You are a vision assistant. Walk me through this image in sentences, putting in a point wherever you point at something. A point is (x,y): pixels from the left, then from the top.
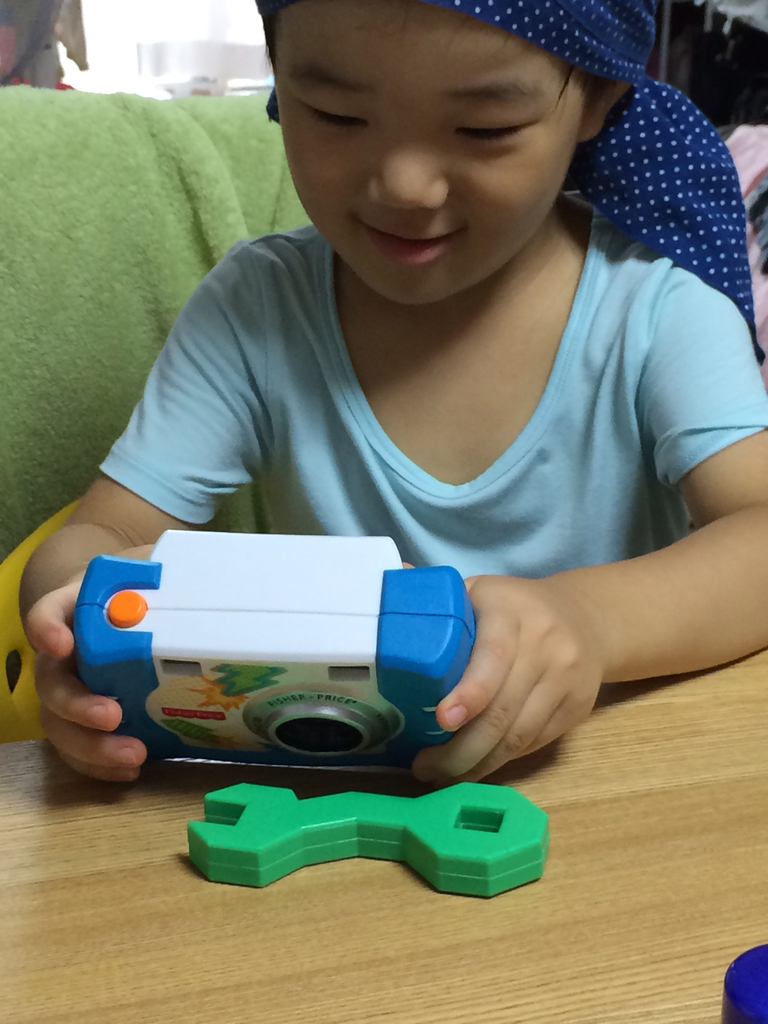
In this image I can see the person (231,368) is holding the toy (221,688). I can see few toys (509,845) on the brown color surface (569,918). In the background (178,133) I can see the green color cloth (132,167) and few objects (38,80).
